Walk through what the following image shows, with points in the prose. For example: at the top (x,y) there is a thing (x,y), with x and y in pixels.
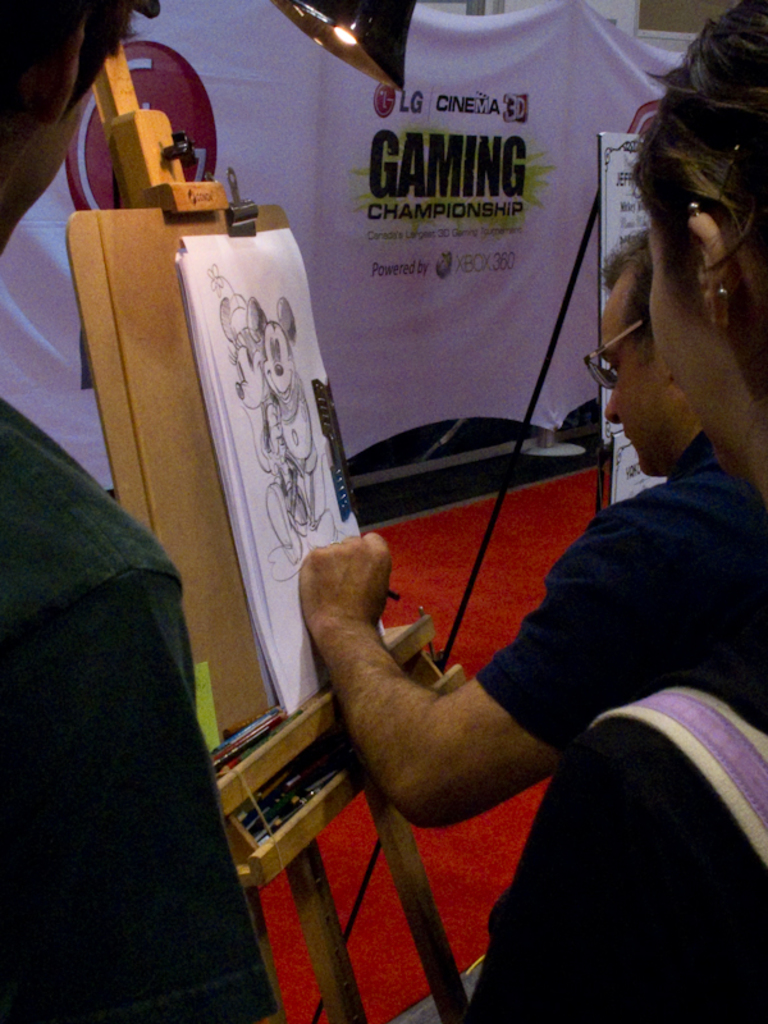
In this picture there is a man (716,548) who is wearing t-shirt (603,618) and spectacle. He is designing a mickey mouse (260,414) in the paper (225,390). This paper (239,469) is kept on the easel (173,263) and supported by clip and the pad (128,437). On the right (540,909) there is a woman (517,906) who is wearing black dress (744,869). On the left (8,194) there is a man (90,702) who is wearing a shirt (119,610). In the back (411,199) i can see the banner (475,337) and board (602,323). At the bottom (394,952) there is a red carpet (395,955).
